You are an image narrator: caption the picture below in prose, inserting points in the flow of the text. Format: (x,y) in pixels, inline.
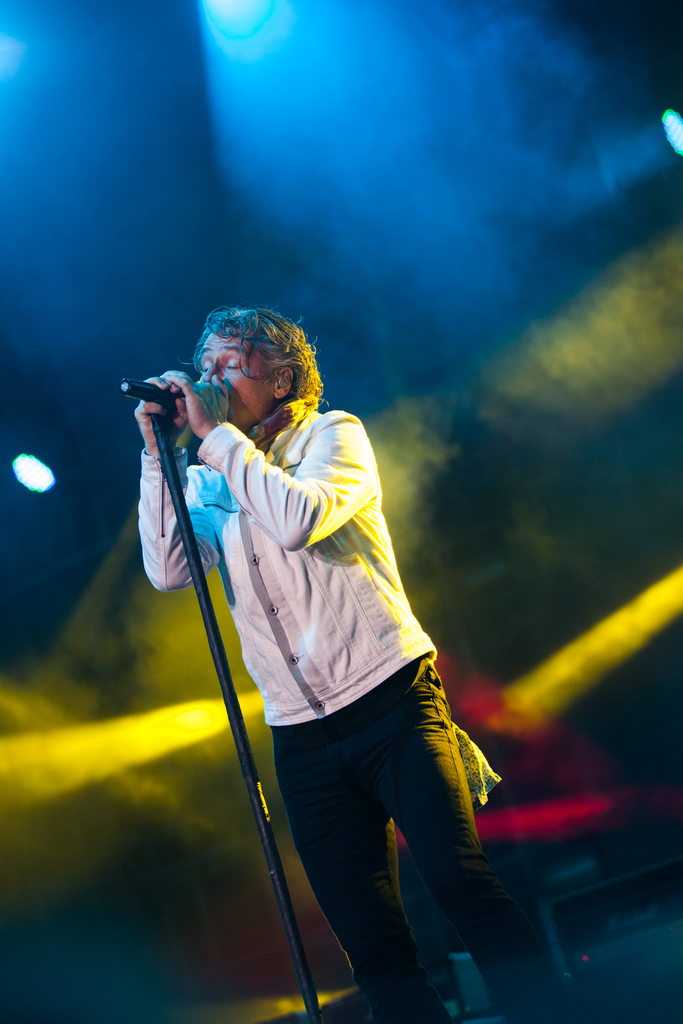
In the image we can see there is a person (296,438) standing and he is holding mic (137,385). The mic (168,388) is kept on the stand (168,410) and behind there are lights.
